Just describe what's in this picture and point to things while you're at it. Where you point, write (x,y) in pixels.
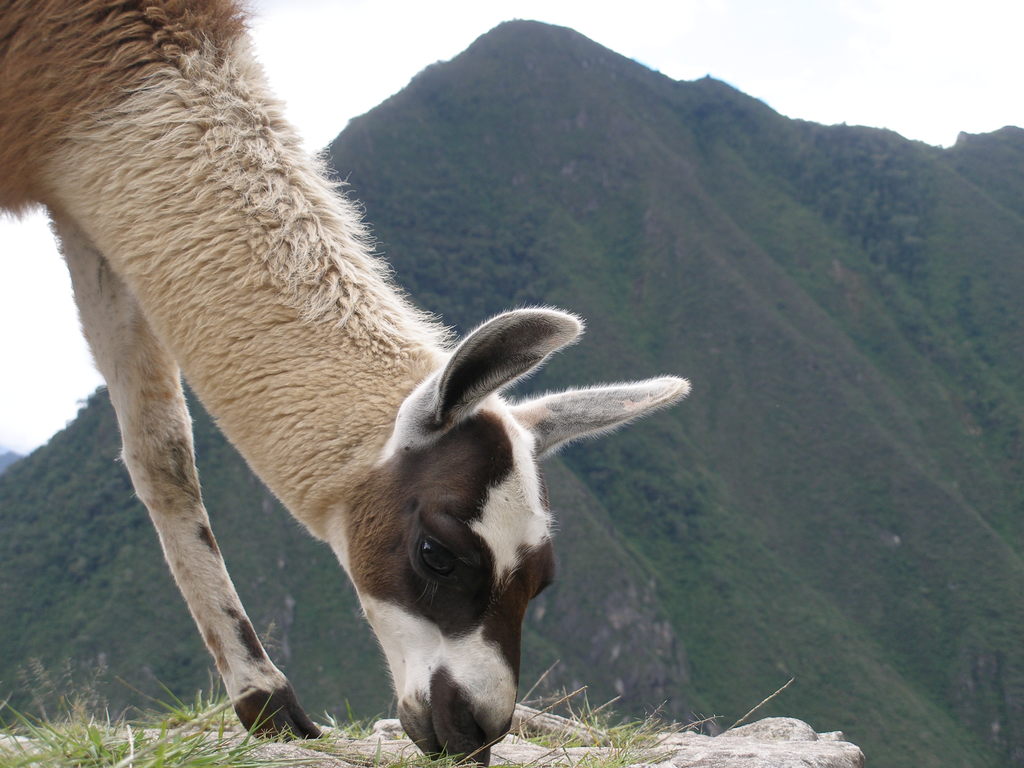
In this image there is an animal (374,528). In the background (20,592) there is a mountain (538,237) and the sky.
